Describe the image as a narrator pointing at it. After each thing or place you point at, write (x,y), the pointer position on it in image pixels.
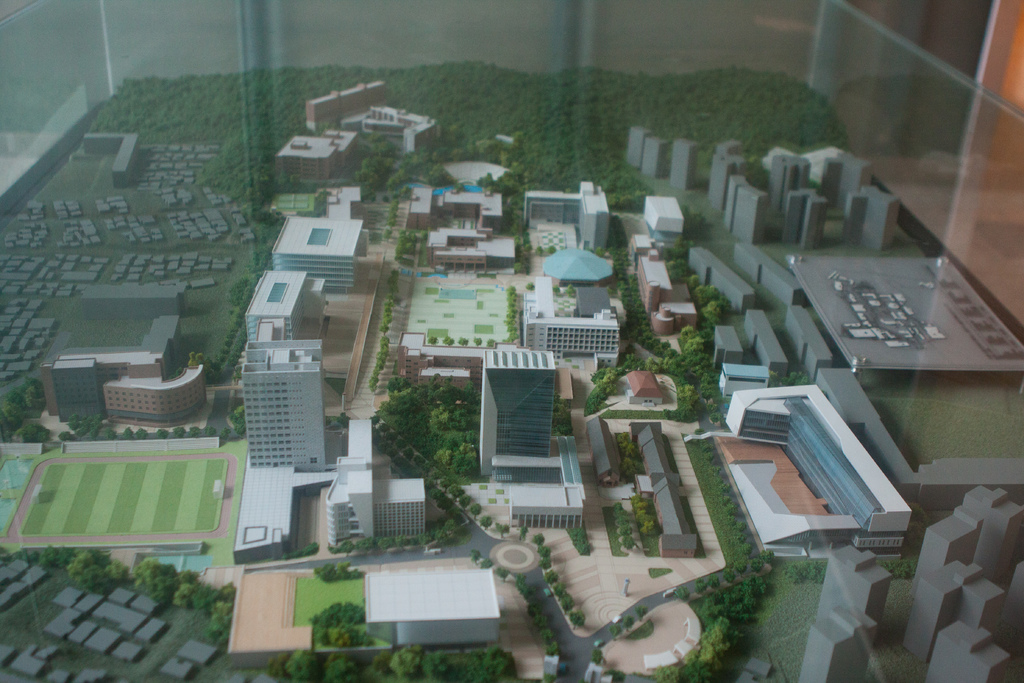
This is a miniature (536,382). Here we can see buildings (597,226), plants (386,540), and trees (429,655). This is a road (368,555).
